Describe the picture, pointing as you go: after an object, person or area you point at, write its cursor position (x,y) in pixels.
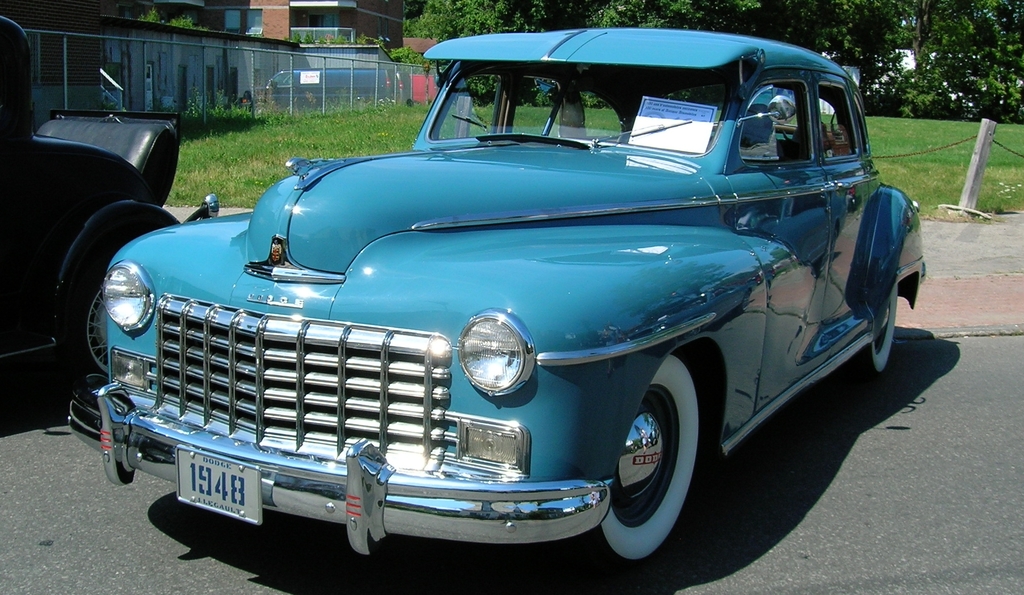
This is a car (423,403), which is blue in color. I can see headlights (518,331), bumper (355,465), number plate (229,490), wheels (883,326), car doors (814,203), side mirror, glass wipers (600,141) attached to the car (812,323). This is the grass (931,137). This looks like a wooden pole (981,153) with an iron chain (969,139). These are the trees (814,8). I can see a building (313,1) with windows (249,26). This looks like a fence (201,79). I think this is the van (341,79), which is parked behind the fence (368,65). At the left side of the image (90,217), I can see a black color car (51,254).
